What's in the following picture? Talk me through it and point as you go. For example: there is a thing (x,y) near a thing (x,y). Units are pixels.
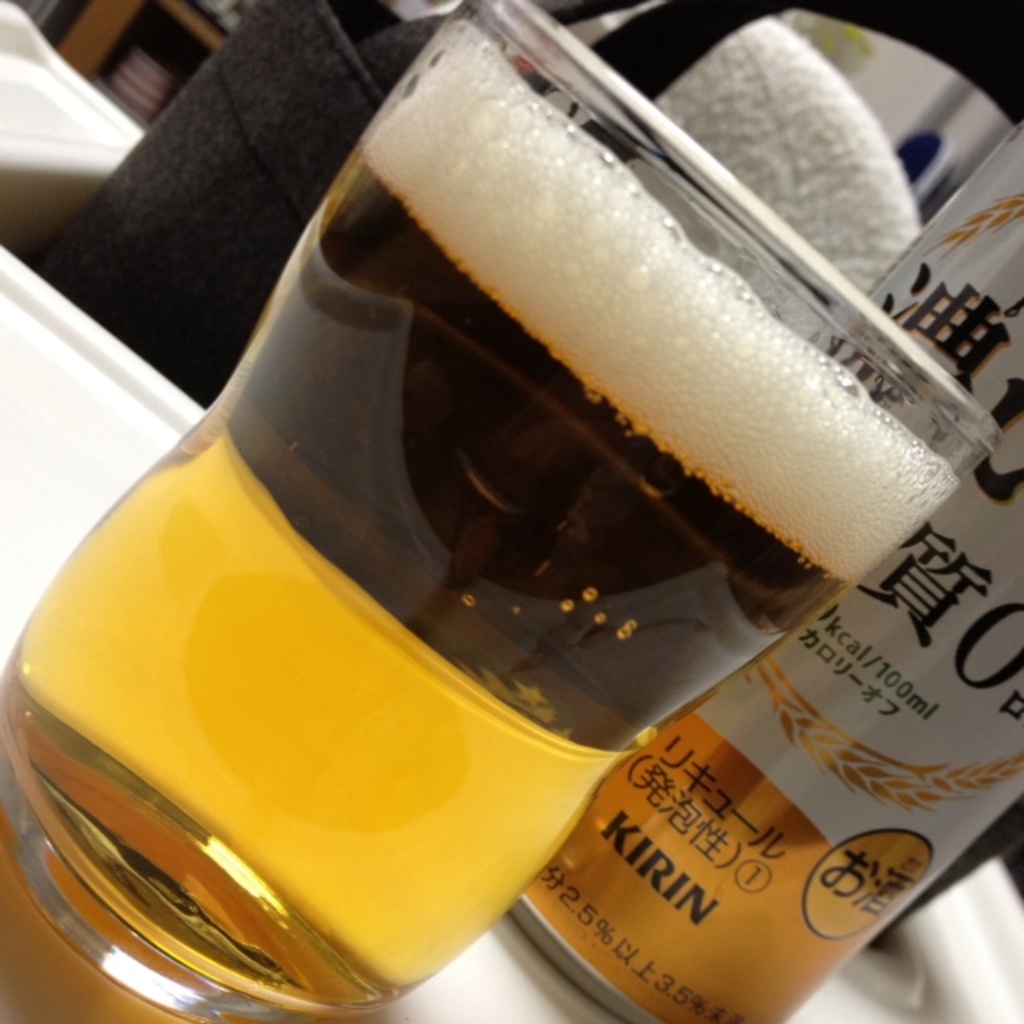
In this image I can see the beer glass (547,480) and can (672,941). These are on the white color table (6,459). To the side of the table (23,492) I can see the black color bag (294,164). I can also see the rack (138,36) with some objects (133,67) in the back (92,67).
